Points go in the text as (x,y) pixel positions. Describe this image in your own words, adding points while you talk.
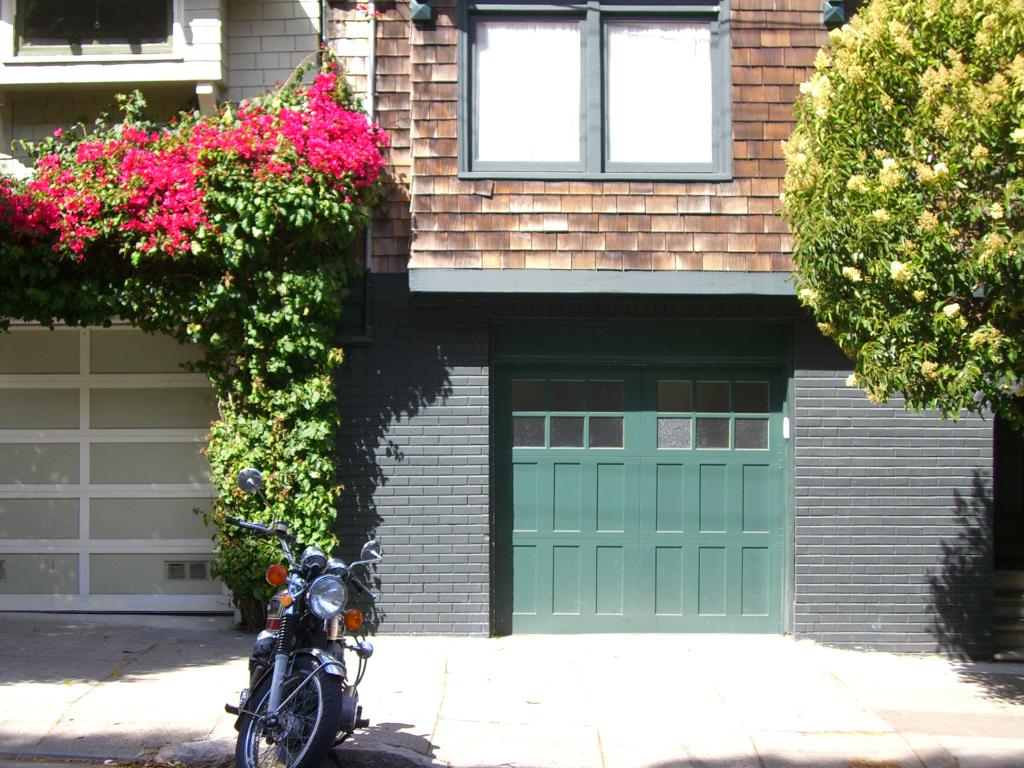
In this image we can see a motorcycle (273,572) and in the background of the image (348,279) there are some plants (227,175), trees (930,403) to which some flowers (142,150) are grown, there are some buildings (409,199).
